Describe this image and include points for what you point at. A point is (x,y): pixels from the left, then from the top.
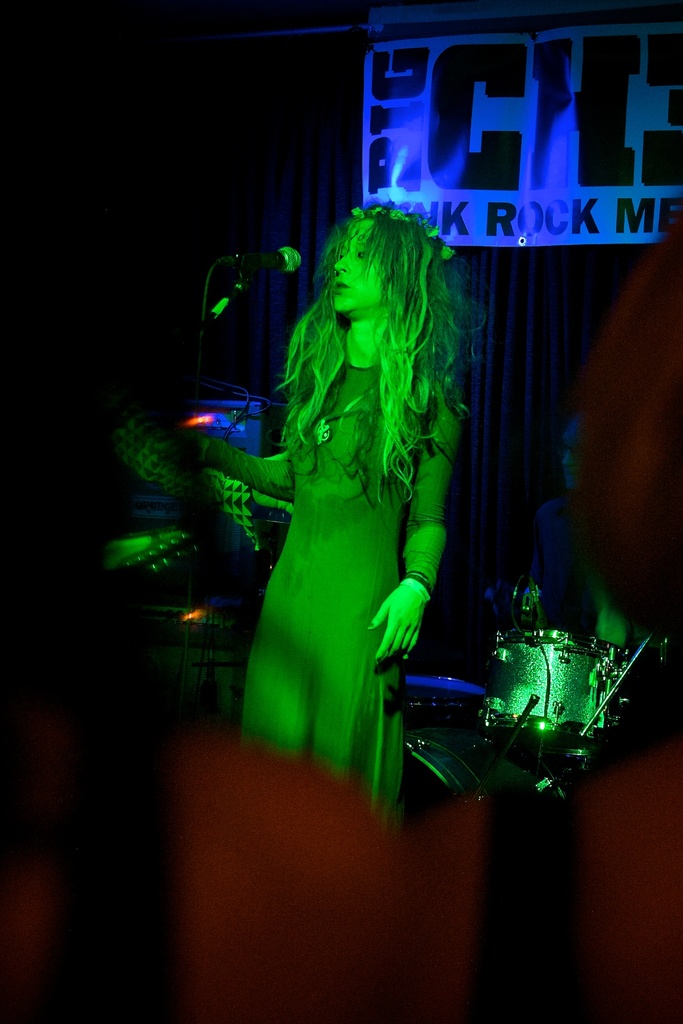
In this image we can see a person (350,576) standing in front of a mic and a person (559,551) sitting near the musical instrument (517,695) and there is a curtain (500,345) and a poster (476,177) with text (510,138) in the background (533,139).
